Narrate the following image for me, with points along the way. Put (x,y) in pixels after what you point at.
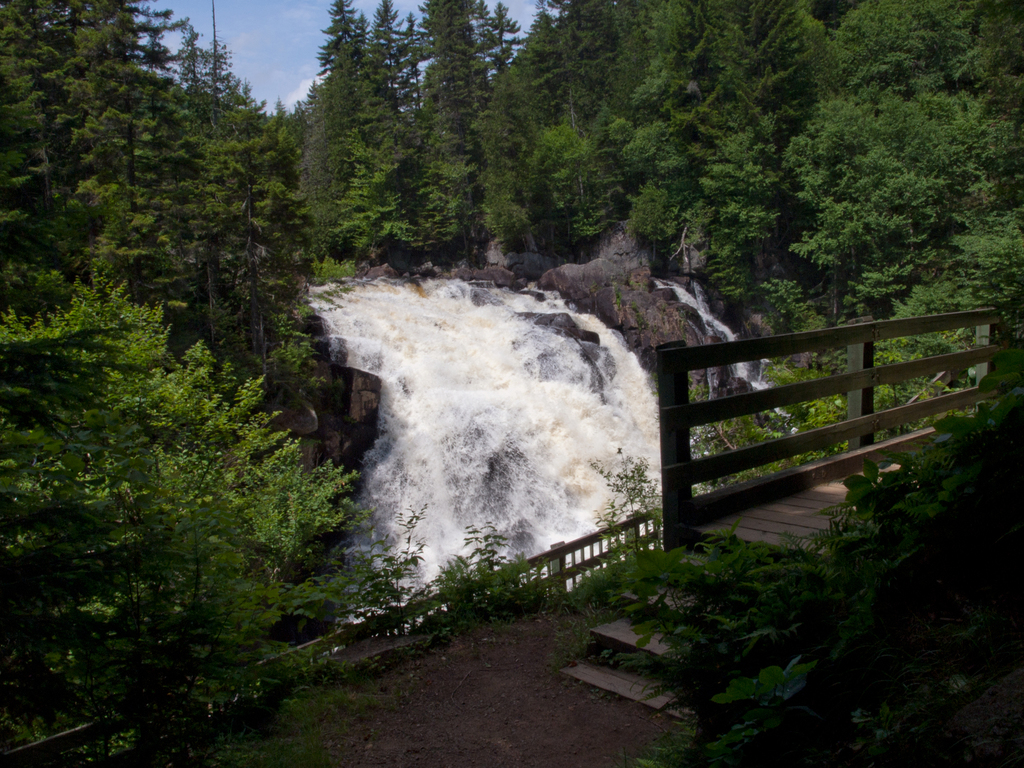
In this image in the center (456,333) there is a waterfall (469,423) and in the background (235,255) there are some trees (198,303), in the foreground (636,618) there are some stairs (624,641), railing (702,476) and at the bottom (407,711) there is sand (473,711).
